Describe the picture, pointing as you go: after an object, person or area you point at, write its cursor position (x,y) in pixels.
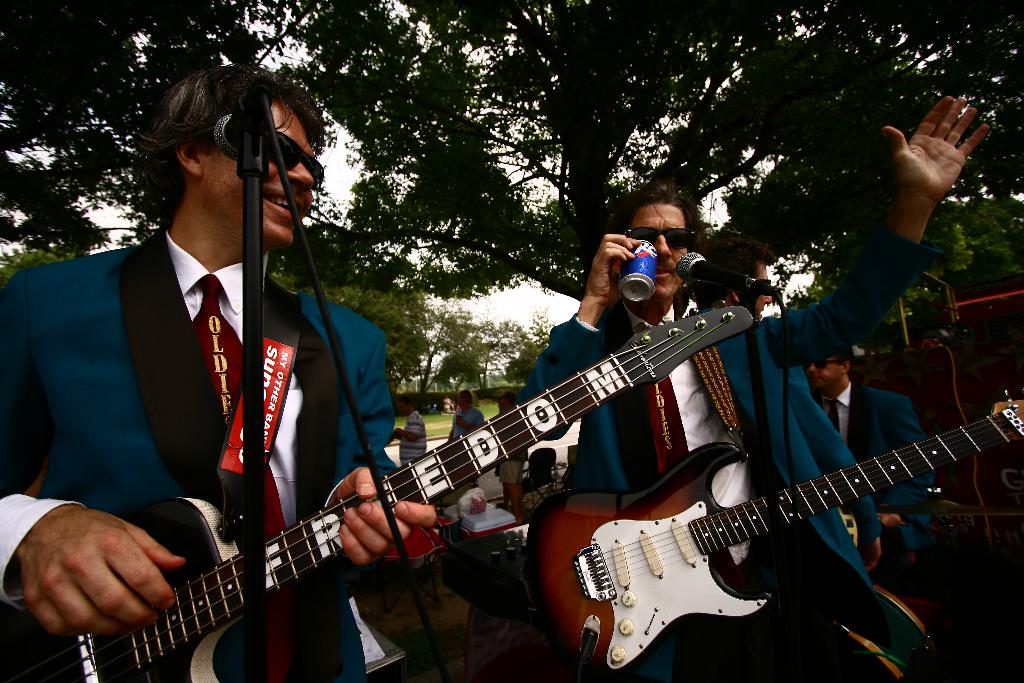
The man (147,422) who is at the left side (191,471) is holding guitar (270,556) in his hands (359,514) and smiling. The person (679,393) who is at the right side (745,391) is holding a blue tin (640,280) in his hand (599,298). At the back of these persons (350,433) there are few more people (475,414) are standing. In the background (480,200) I can see the trees (579,82).
